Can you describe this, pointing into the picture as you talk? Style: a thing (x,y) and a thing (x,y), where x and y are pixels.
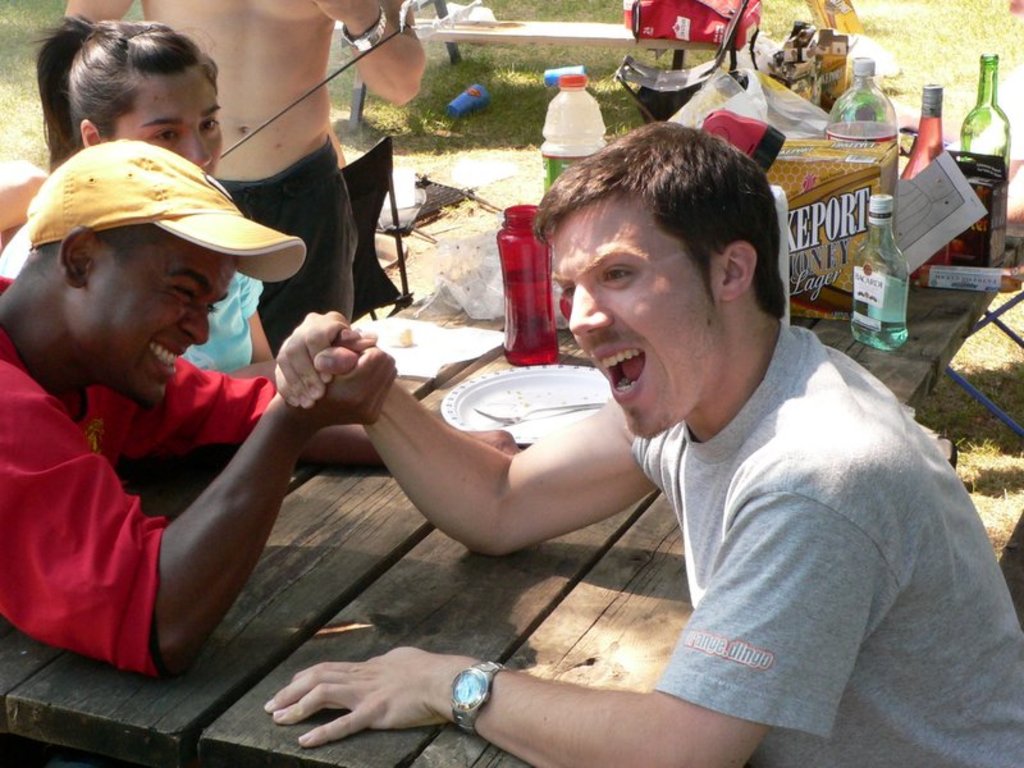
This image consists of four persons (195,286). In the front (495,603), the two men (470,541) are sitting near the table (177,705). The table (248,713) is made up of wood (311,578). At the bottom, there is grass (991,432). On the table (231,642), there are bottles (995,125) and plates (519,395) kept. It looks it clicked outside.
